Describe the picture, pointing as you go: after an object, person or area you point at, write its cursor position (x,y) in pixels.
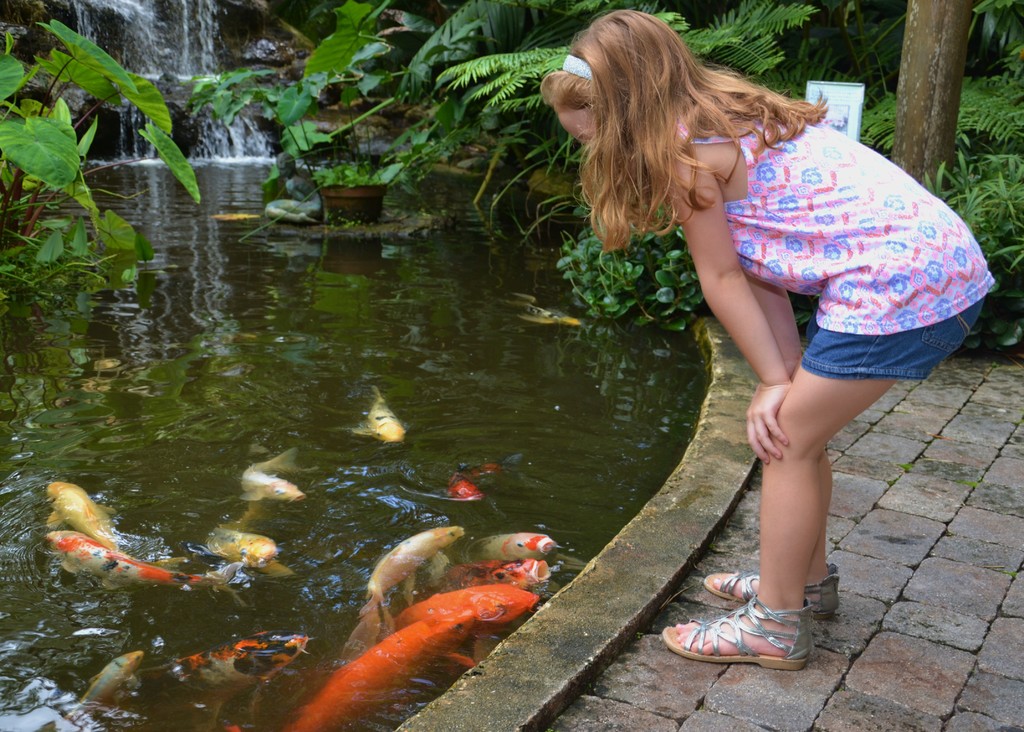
In this picture we can see small girl (767,153), standing in the front (875,320) and watching the koi fish (533,559) in the small pond (208,339). Behind there are some plants (420,66).
